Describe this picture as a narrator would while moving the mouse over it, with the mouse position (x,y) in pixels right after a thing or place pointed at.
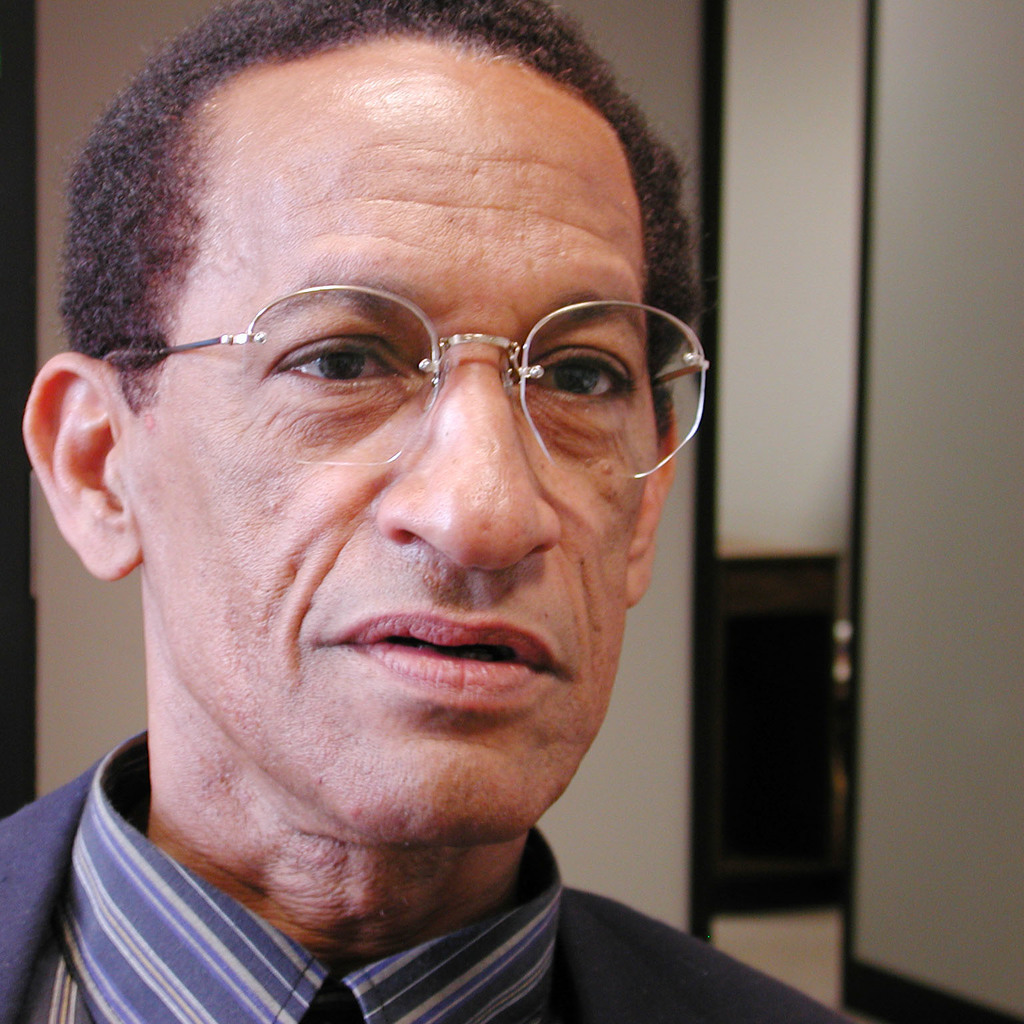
In this picture I can see a man (519,805), he is wearing a shirt (393,966) and spectacles (546,458).
